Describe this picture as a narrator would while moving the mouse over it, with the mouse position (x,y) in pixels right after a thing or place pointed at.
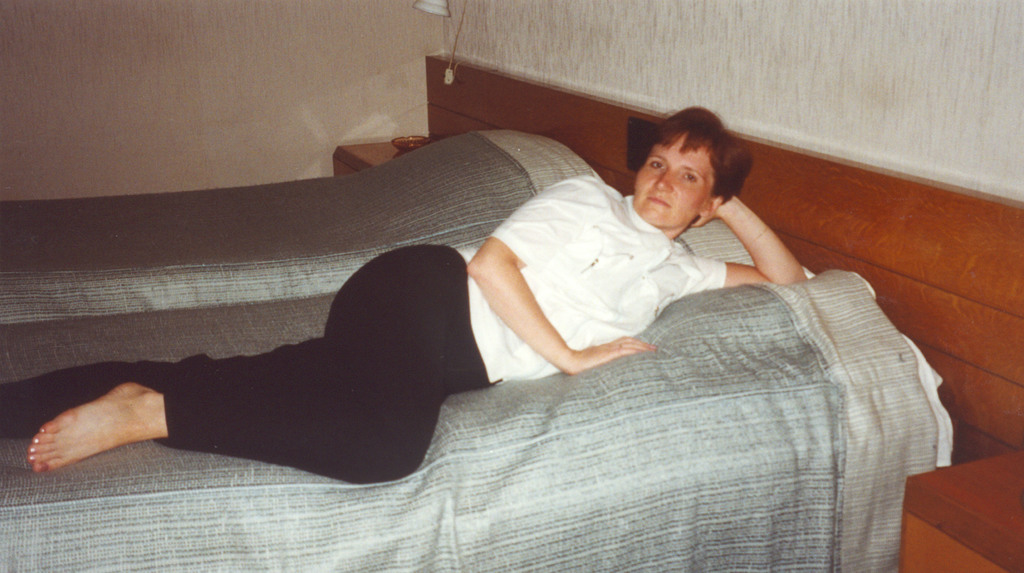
a person (488,298) is laying on the bed (514,436). she is wearing a white t shirt (572,282) and a black pant (354,325). the bed sheet (362,521) is grey in color. behind the bed (658,483) there are walls (408,72) and a lamp (437,7) is attached to the wall (422,60).
